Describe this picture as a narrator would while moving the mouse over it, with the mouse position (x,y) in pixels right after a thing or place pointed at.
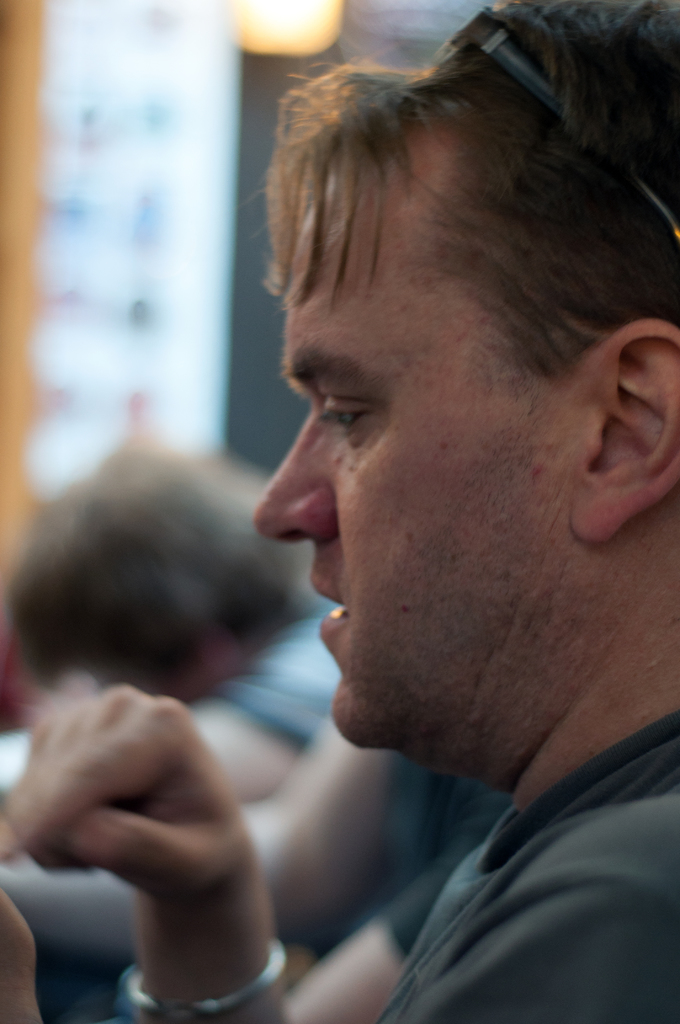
In this picture we can see a man (635,995) and in the background (144,386) we can see some people (257,565), light (316,32) and it is blurry.
